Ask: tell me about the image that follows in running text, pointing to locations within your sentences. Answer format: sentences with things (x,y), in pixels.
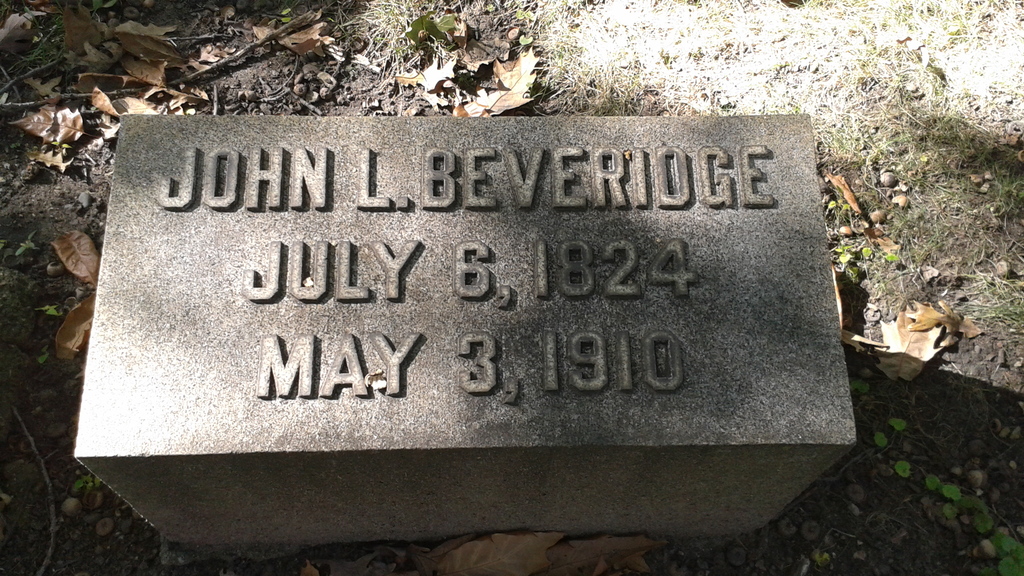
In this image there is a headstone (407,208) with name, date of birth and date of death (356,360) engraved on it, around the stone (152,246) there are dry leaves (121,106) and stones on the surface (832,57).
